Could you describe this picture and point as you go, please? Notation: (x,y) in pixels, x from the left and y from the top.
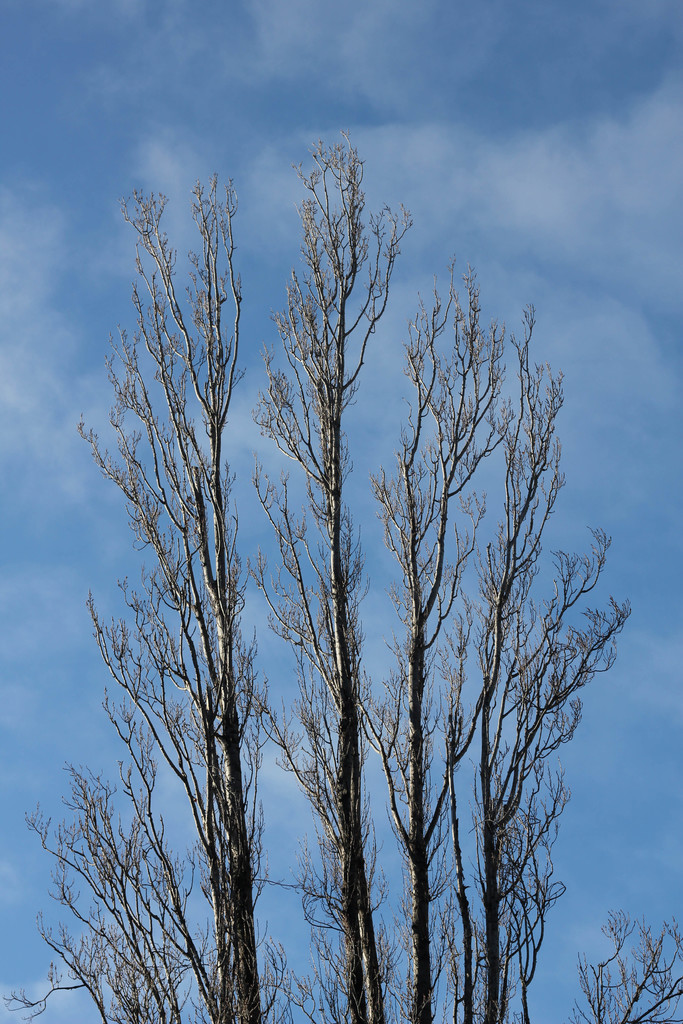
In this image I can see number of trees (202,624), clouds (14,271) and the sky (273,190).
